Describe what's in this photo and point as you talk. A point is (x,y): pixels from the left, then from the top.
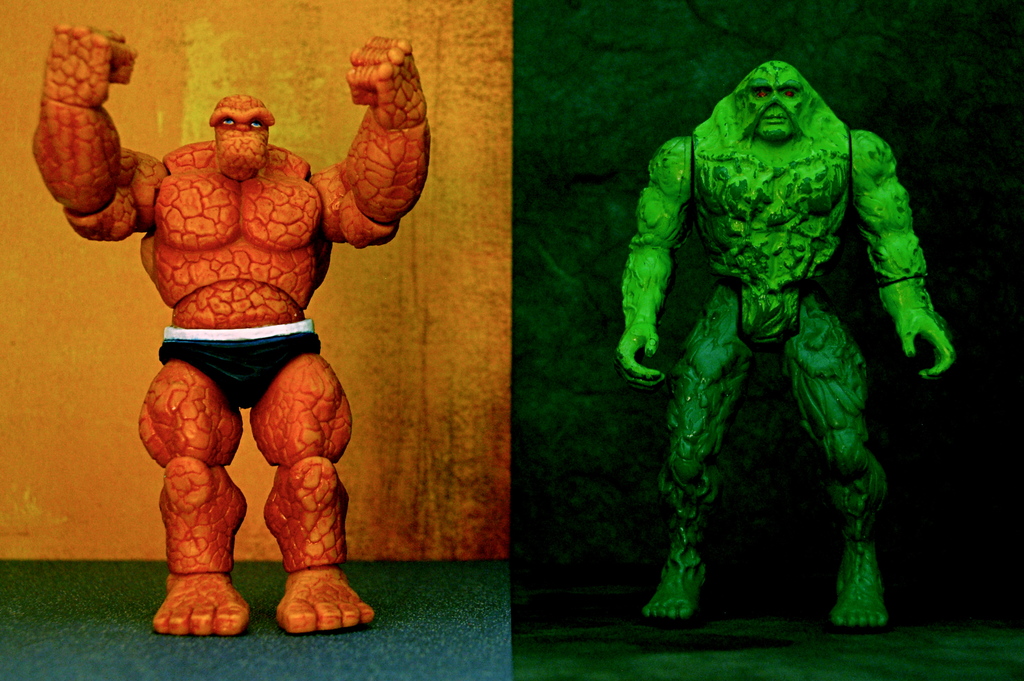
In this picture we can see two toys (134,170).
